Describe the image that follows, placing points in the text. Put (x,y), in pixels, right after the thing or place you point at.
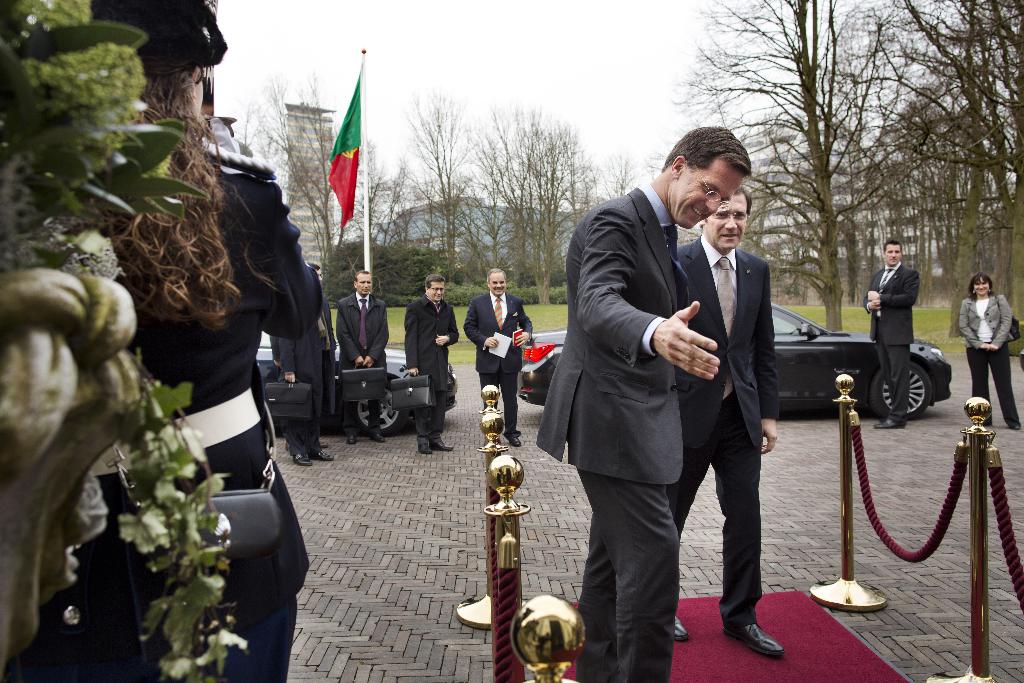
In this image there are few people (584,345) in which some of them are holding bags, there are ropes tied to the poles (500,530), vehicles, few buildings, trees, a flag (341,157) and the sky (481,77).
